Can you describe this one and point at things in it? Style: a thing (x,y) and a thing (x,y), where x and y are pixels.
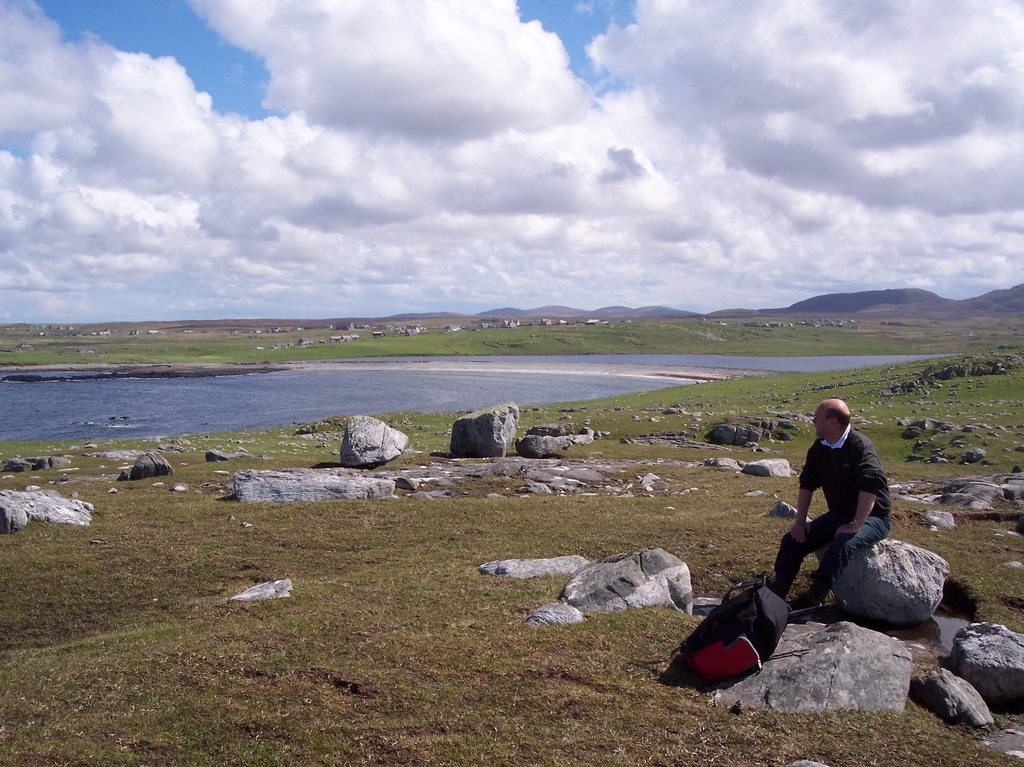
In this picture we can see a man (848,518) sitting on a rock (887,551), at the bottom (542,600) there is grass (446,687), we can see a bag (750,638) here, there are some rocks (401,480) here, we can see water (204,409) here, there is the sky (526,72) at the top of the picture (508,36).
